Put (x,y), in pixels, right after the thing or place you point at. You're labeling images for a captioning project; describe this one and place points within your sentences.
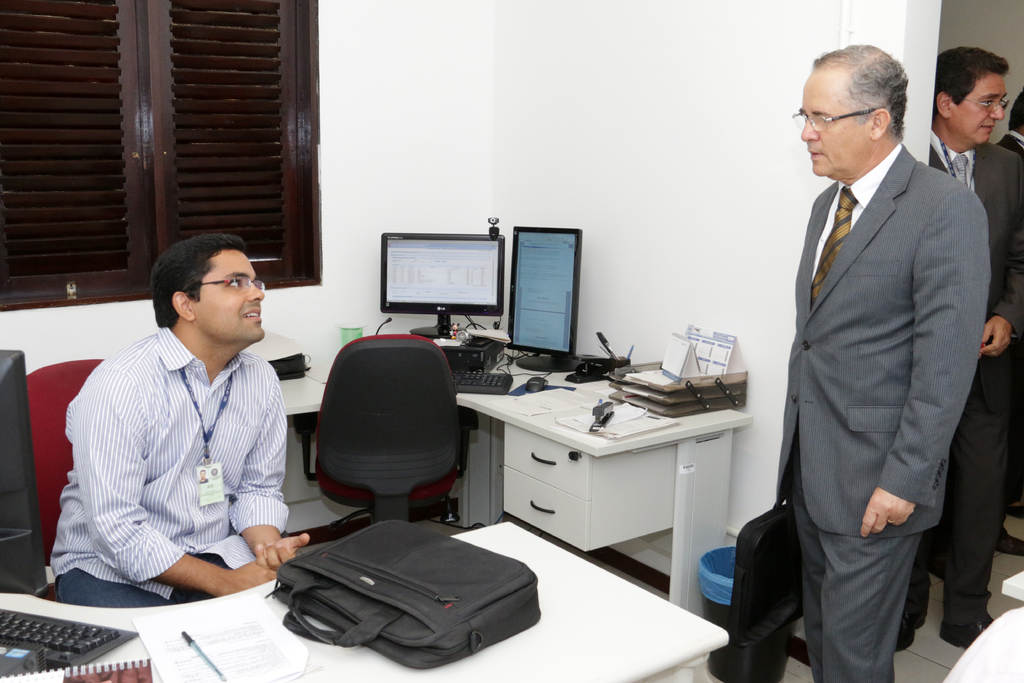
In the image there is a person (112,413) sitting on a chair (75,361) and talking to a man (804,396) standing on the right side (938,358), around the man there are two tables (529,457) and on the tables (534,440) there are computers (453,316), papers (166,621) and other objects (664,392). In the background (125,188) there is a window (283,142), beside the window (180,147) there is a wall (907,118) and beside the wall (922,127) there are two other men (981,194).
